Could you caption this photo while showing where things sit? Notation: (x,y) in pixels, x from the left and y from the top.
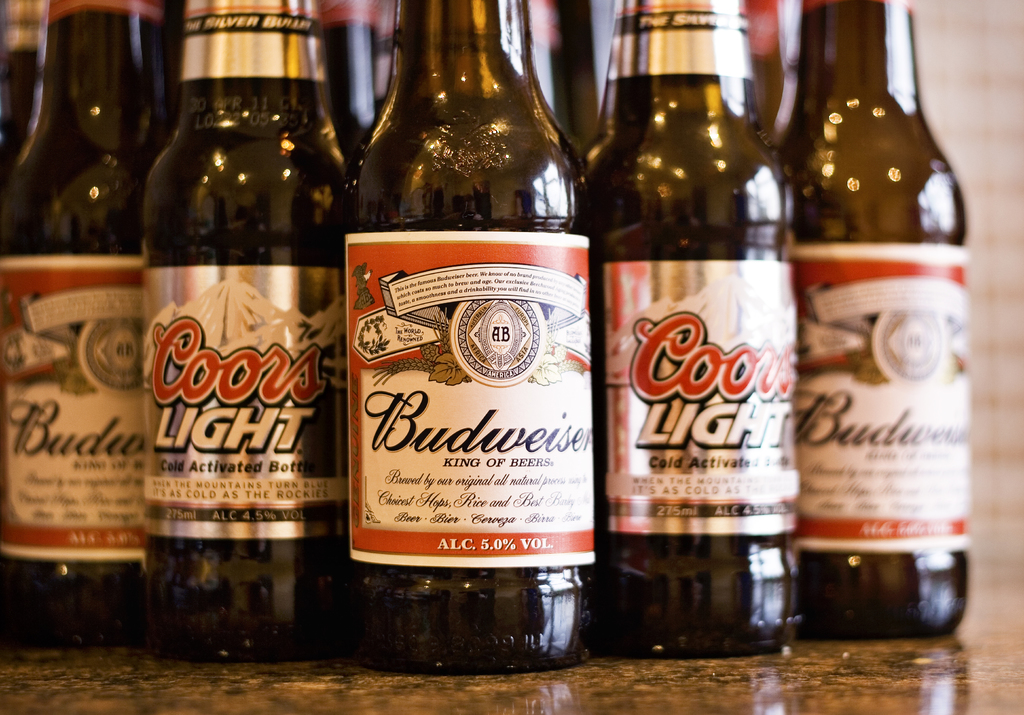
In the center of the image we can see one table (913,679). On the table (859,658), we can see beer bottles (706,356). On the beer bottles (709,322), it is written as "Budweiser". And we can see some text (262,371) on the bottles (413,418).
